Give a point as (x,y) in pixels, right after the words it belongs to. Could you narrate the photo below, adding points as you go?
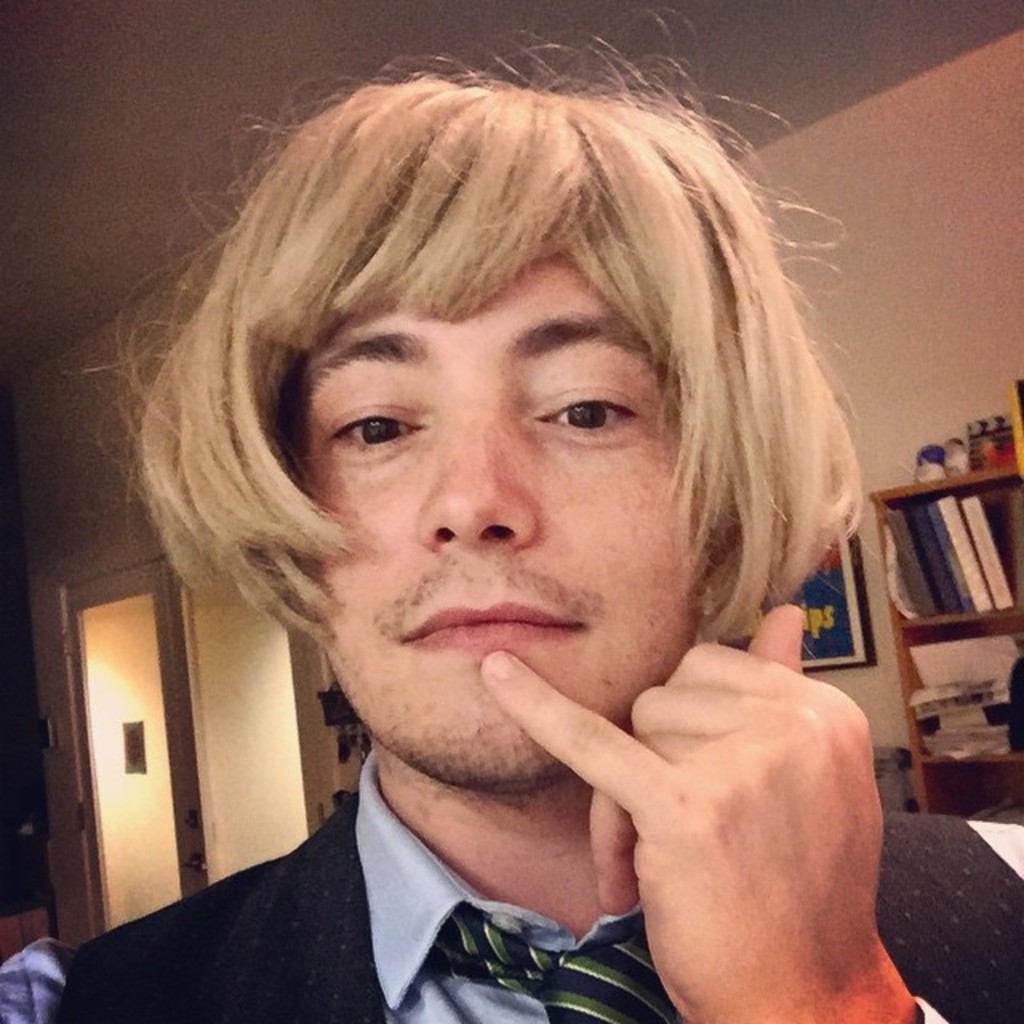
This picture shows the inner view of a building (145,739). There is one poster (134,730) attached to the wall (859,132), some objects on the cupboard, some objects (844,608) attached to the wall (903,430) in the background (866,611), some objects (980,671) near the wall (922,435), the background (879,447) is dark, one man (520,857) in a suit (967,882) in the middle of the image (342,681), some books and objects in the wooden cupboard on the right side of the image (1011,513). Two objects (19,983) on the bottom left (25,971) and right side (1006,853) corner of the image.
